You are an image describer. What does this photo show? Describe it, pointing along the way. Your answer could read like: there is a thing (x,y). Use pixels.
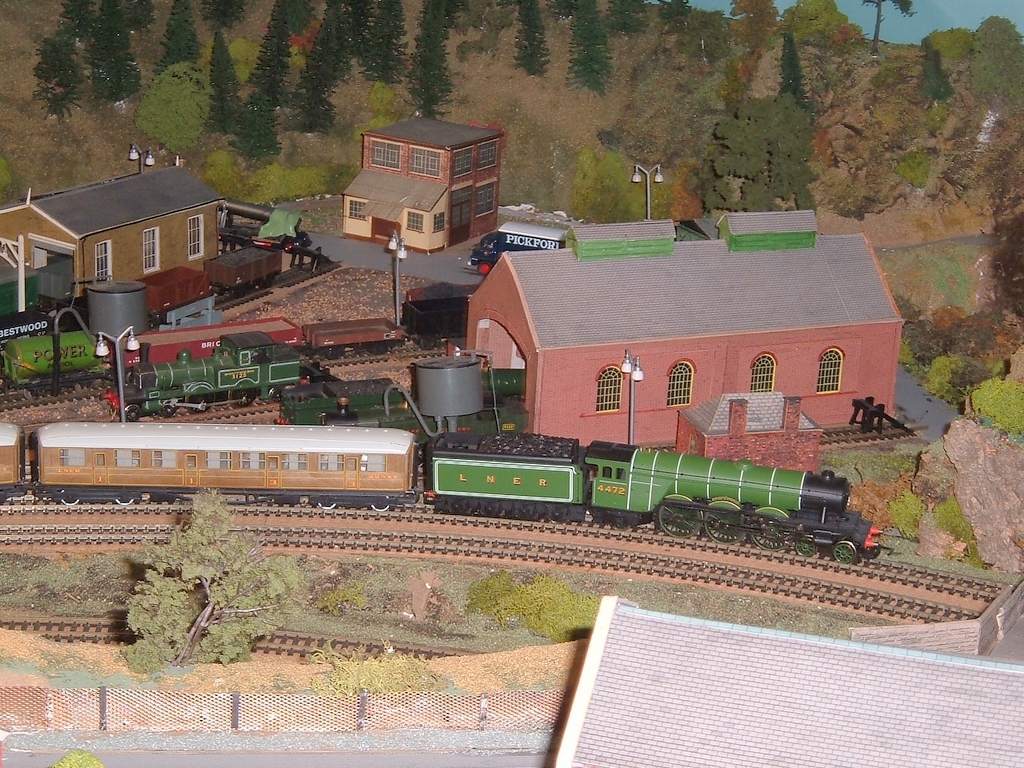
In this picture there are trains (460,484) and houses (612,251) in the center of the image (561,450) and there are trees (217,21) at the top side of the image (143,57), there is a boundary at the bottom side of the image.
